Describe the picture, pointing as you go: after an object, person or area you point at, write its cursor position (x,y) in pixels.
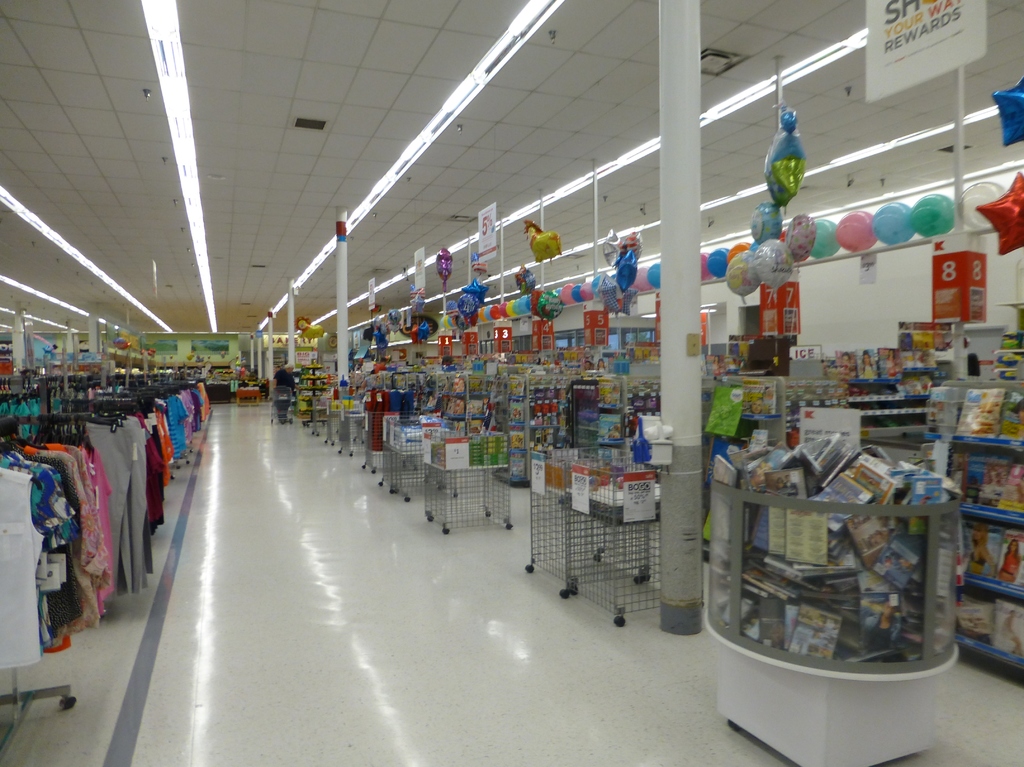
This picture might be taken inside a supermarket (456,552). In this image, on the left side (4,551), we can see some clothes (154,401). On the right side (856,615), we can see some metal vehicle (561,535), books (814,605) and also toys (523,280). In the background (291,399), we can see a person (283,387), pillars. On the top (496,167), we can see a roof (460,261) with lights (865,204).
